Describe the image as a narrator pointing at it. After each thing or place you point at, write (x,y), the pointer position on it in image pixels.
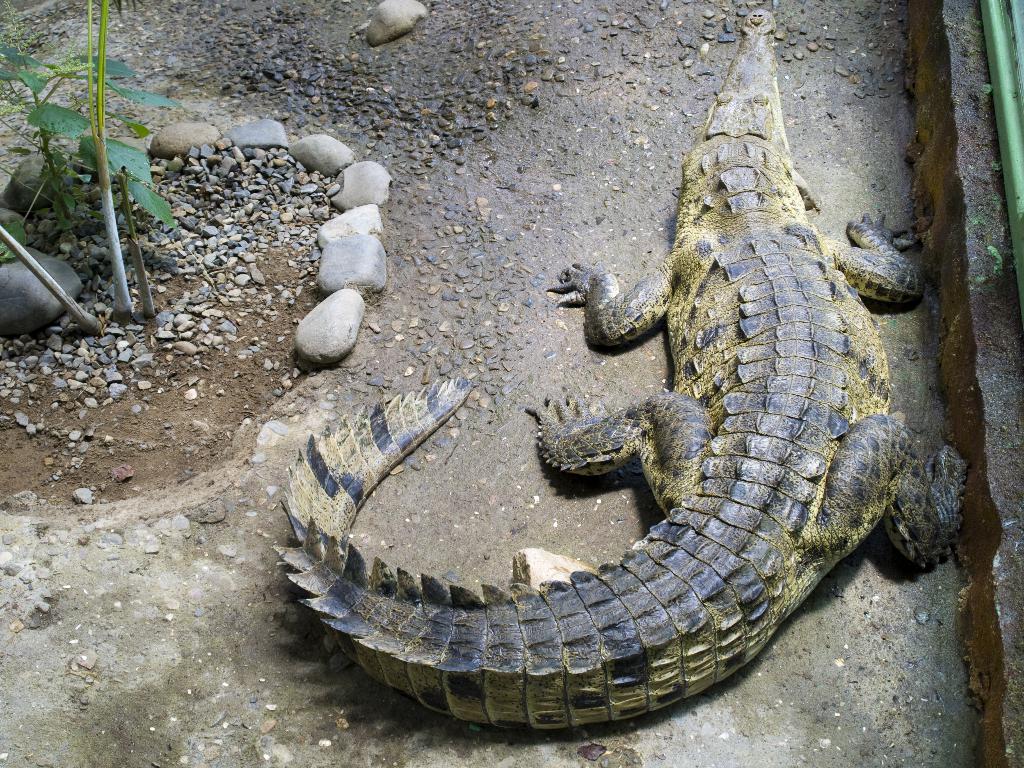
In the foreground of this image (758,414), on the right (758,414), there is a crocodile (765,412). On the left (42,299), there are plants (67,309) and around it there are stones (315,239).
